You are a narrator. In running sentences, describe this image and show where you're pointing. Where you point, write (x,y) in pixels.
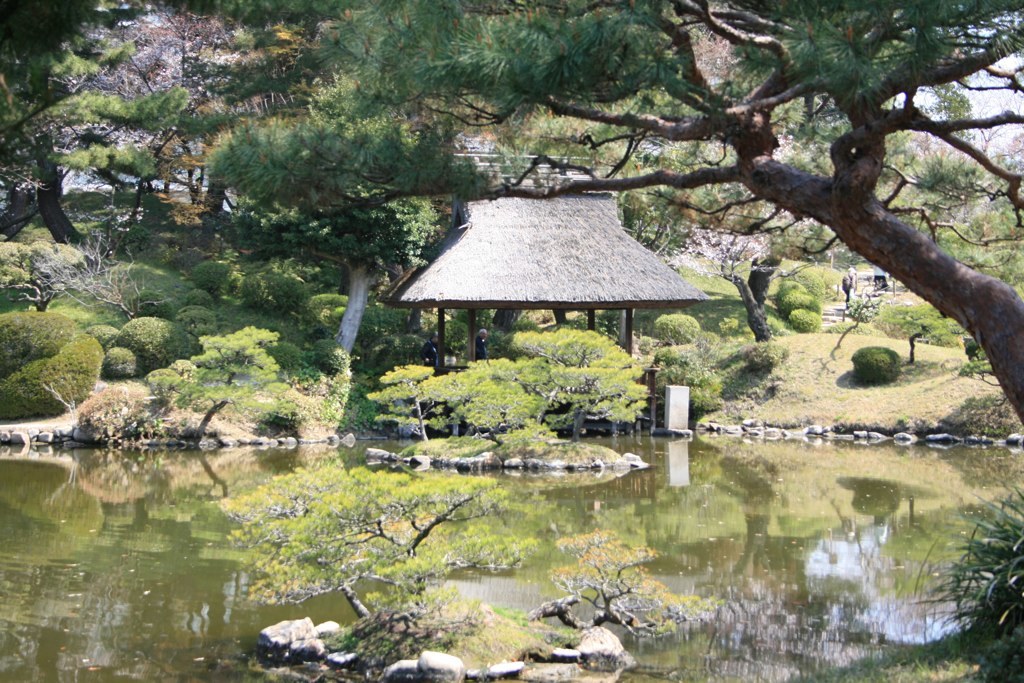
In this image we can see a shed (544,237). We can see the water (751,471). We can see the plants (328,355) and surrounding trees (673,123).
